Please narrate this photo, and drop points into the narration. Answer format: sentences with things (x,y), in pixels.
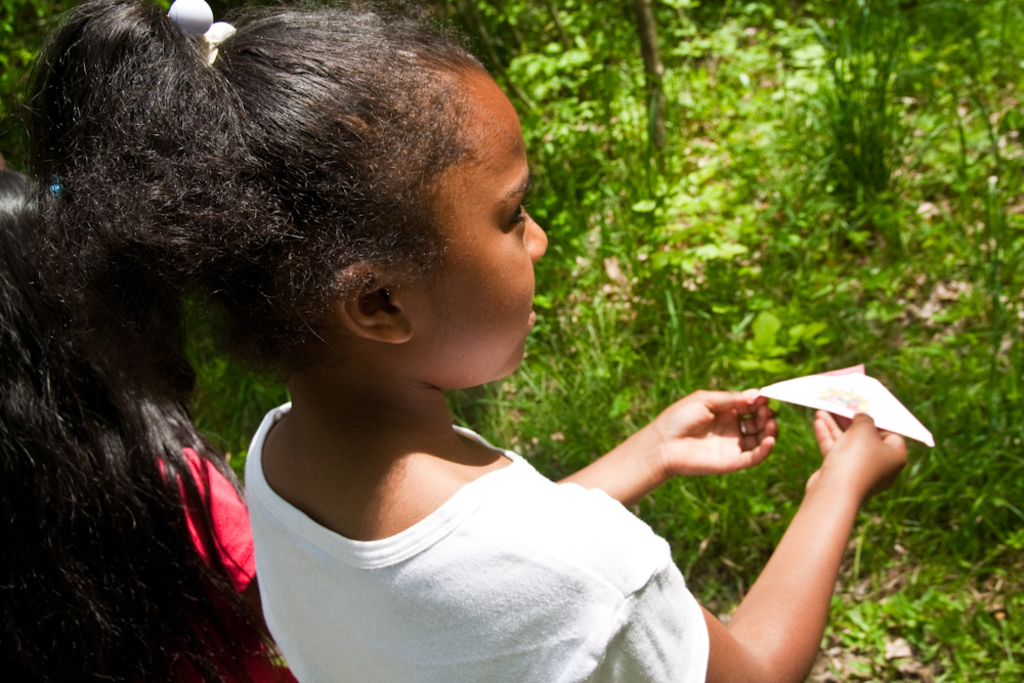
In this image there is a girl (386,382) standing, holding a paper cloth (822,398) in her hand (742,404), beside the girl (252,470) there is another girl (107,438), in front of the girl (440,287) there is grass (790,178) and trees (657,48).
